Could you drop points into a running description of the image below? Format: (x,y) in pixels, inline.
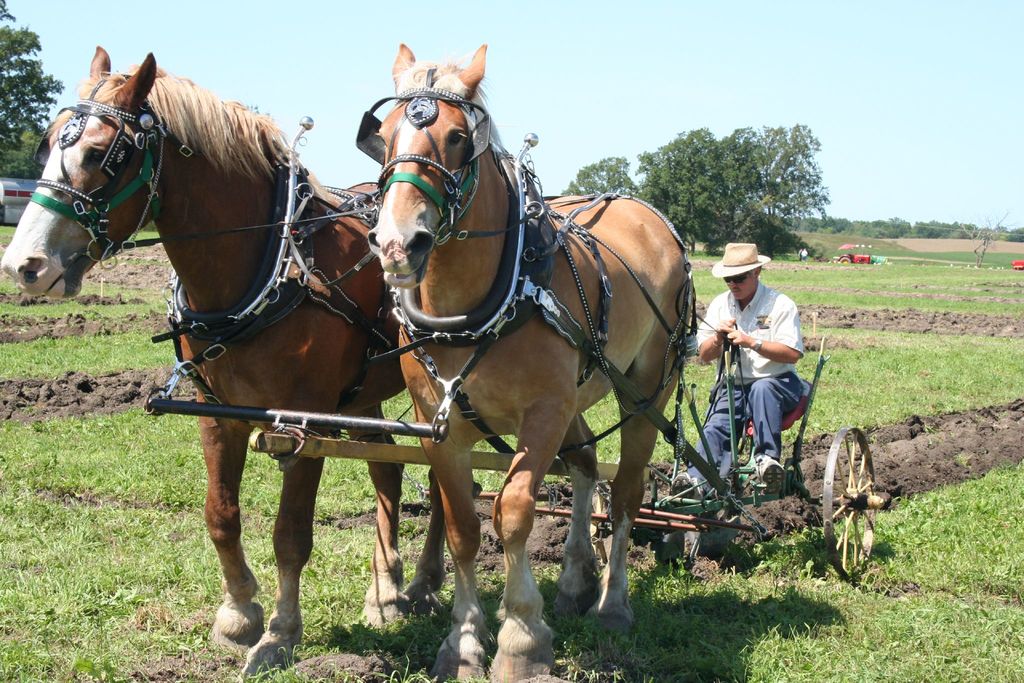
In this image we can see a man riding a horse plow (605,537). We can also see a grass field (891,512), some vehicles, trees (792,192) and the sky (830,86) which looks clear.
